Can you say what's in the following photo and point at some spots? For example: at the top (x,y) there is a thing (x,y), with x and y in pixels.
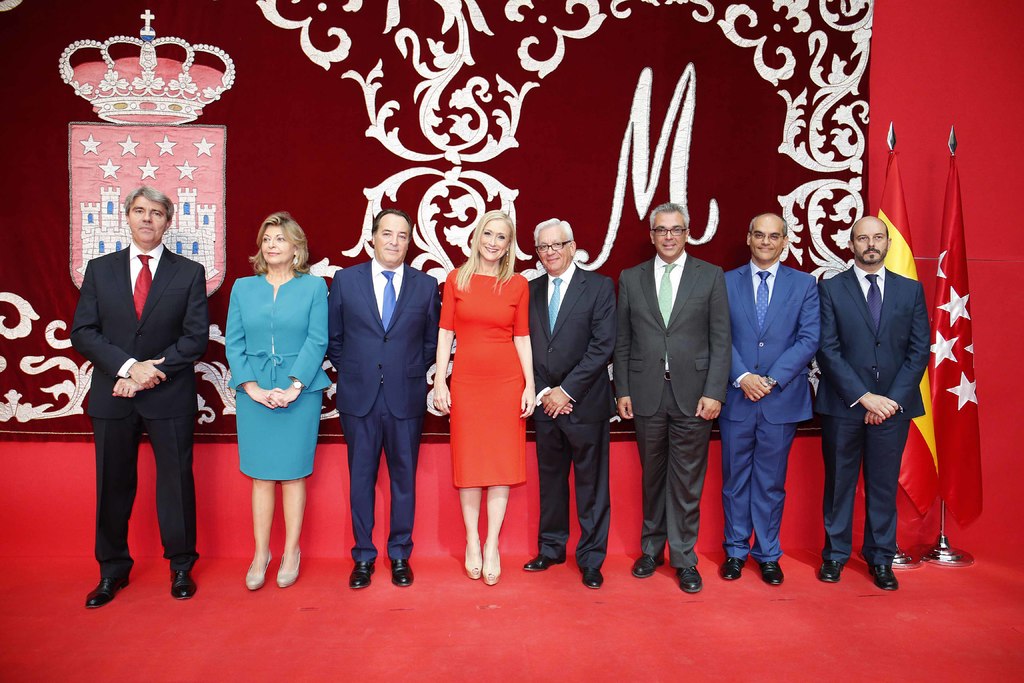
In front of the image there are people (752,474) standing on the mat (825,616). On the right side of the image (977,456) there are flags (973,436). In the background of the image (446,226) there is a curtain (360,251) with some design (394,6) and crown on it.
